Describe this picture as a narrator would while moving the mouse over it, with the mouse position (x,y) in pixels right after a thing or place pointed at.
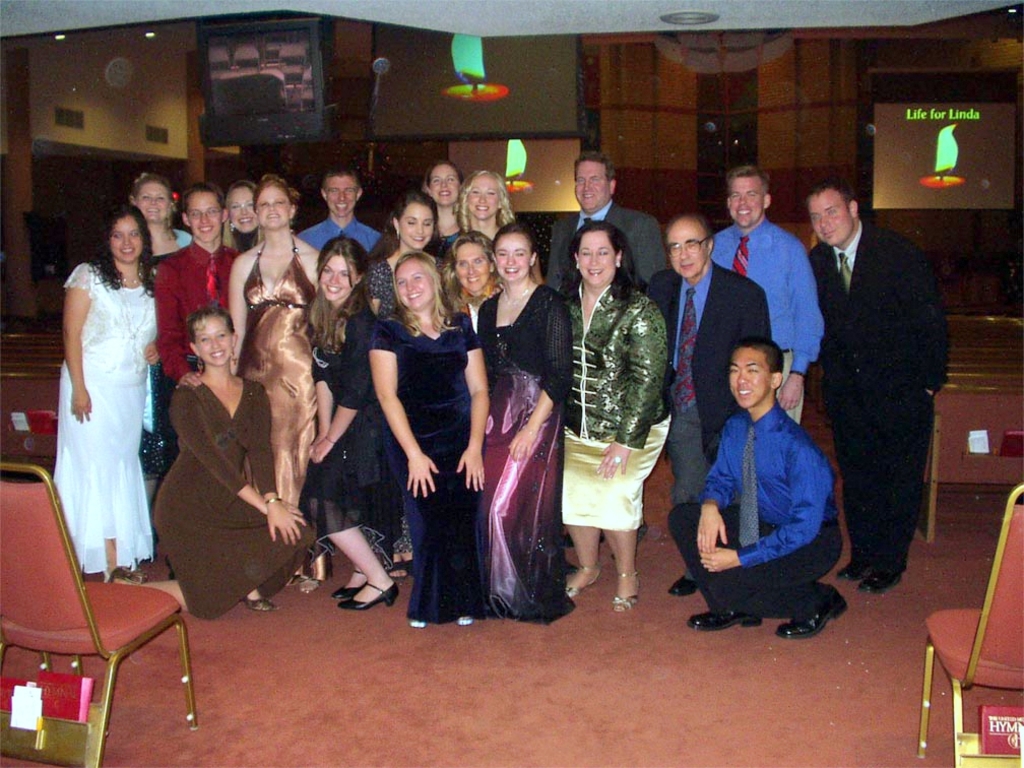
On the background (575,140) we can see television screens (522,69). We can see all the persons (382,394) standing and sitting in a squat position on the floor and giving a nice still to the camera. This is a floor (747,681). These are chairs (117,587).
